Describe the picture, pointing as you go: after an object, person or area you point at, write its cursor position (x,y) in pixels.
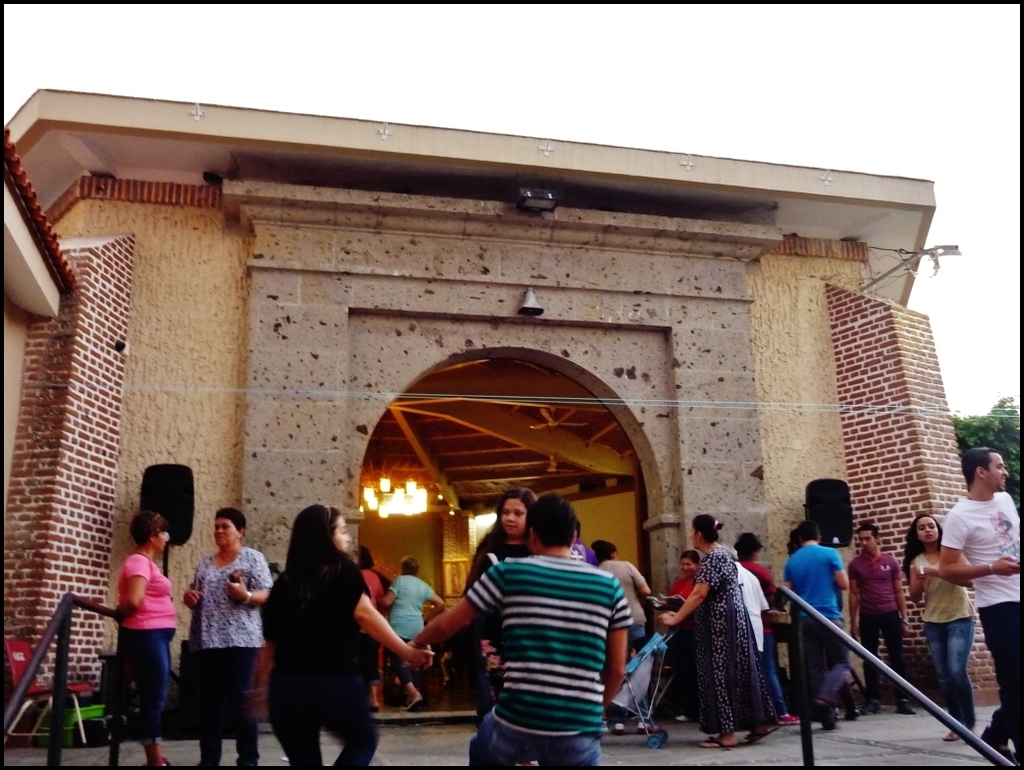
This picture might be taken from outside of the building (856,458). In this image, we can see few people (546,751) are walking and few people (506,675) are standing. In the background (825,236), we can see a building (347,264) and trees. In the building (882,371), we can see few lights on the roof (702,178). On the top (620,64), we can see a sky (704,12).
